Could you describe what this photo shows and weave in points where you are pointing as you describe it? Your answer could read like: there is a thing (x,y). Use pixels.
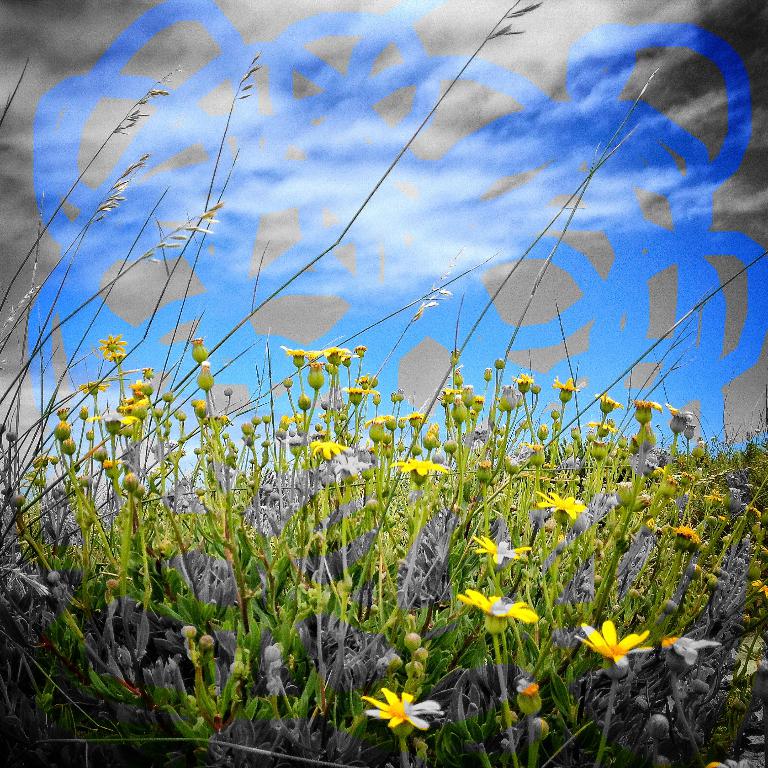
In this image there are plants (632,765) for that plants (603,628) there are flowers (614,631) and buds (551,523), in the background (549,439) there is a sky (760,338), on that sky (562,78) there is some pattern (507,165).
